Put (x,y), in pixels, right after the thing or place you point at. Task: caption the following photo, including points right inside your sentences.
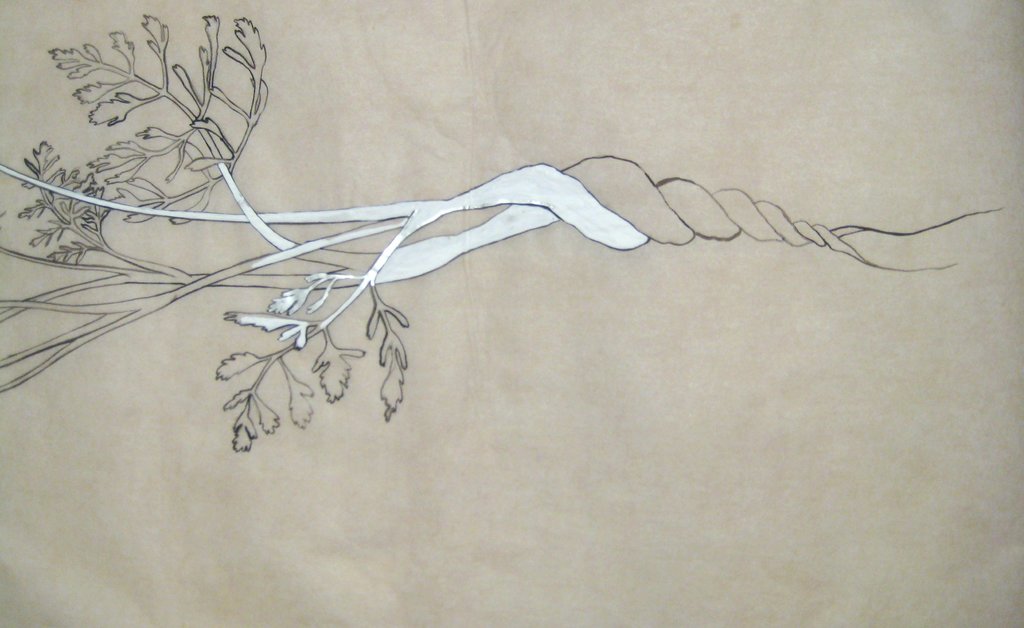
In this image I can see a painting (260,246) of a plant (399,226).
